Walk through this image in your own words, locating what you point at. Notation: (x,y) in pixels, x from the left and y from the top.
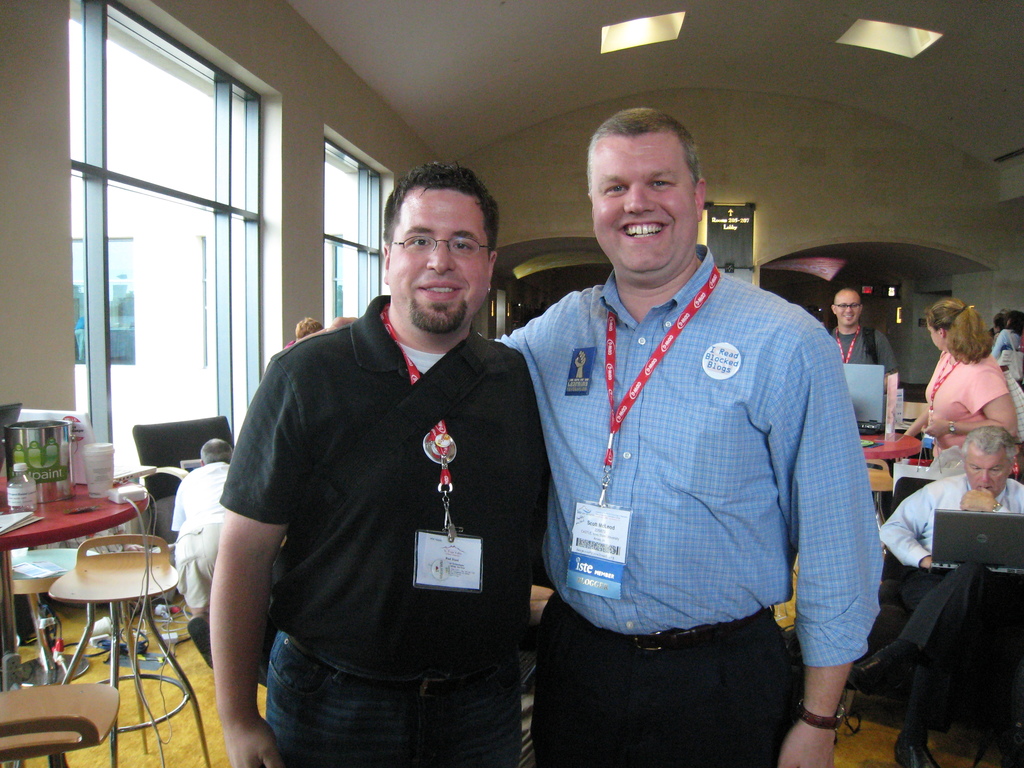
This picture shows two men (260,442) standing with a smile (450,284) on their faces (599,204) and they wore a id tag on their necks (684,264) and we see couple of chairs (112,565) and a can (65,460) on the table (102,502) and we see a man (962,483) seated on the chair (886,632) and working on the laptop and we see a woman (1008,412) and a man (876,366) standing on his back and we see couple of lights (903,28) on the roof (771,50) and a window (241,229) on the side.
